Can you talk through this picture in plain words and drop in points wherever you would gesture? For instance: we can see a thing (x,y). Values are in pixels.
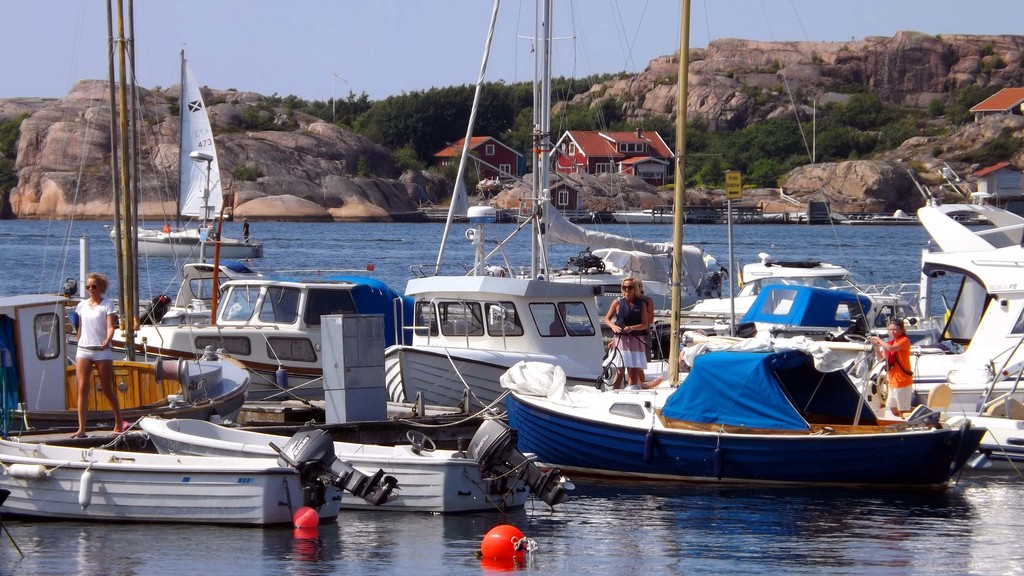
In this image there are boats (568,397) on the water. On the boats (190,328) there are a few people (649,299) standing. In the background (258,138) there are rocky mountains (773,112) and trees (509,104). There are houses (614,153) between the mountains (988,143). At the top (274,32) there is the sky (316,44). At the bottom (460,555) there is the water (351,540).
